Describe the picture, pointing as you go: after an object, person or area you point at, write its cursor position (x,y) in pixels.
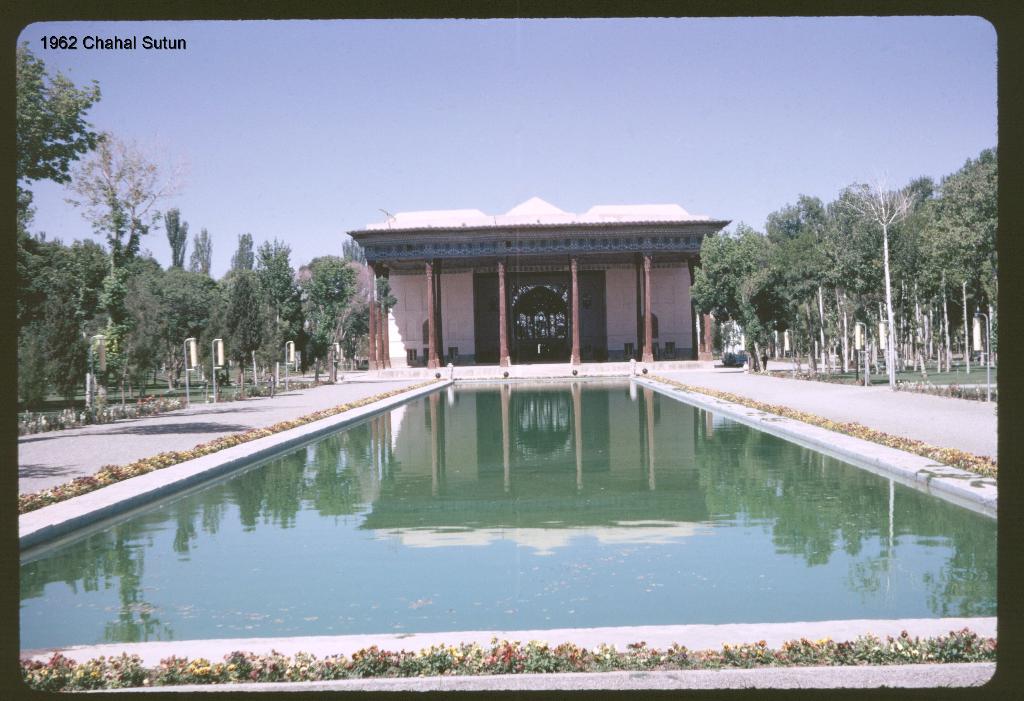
In this image there is the sky (438,85) towards the top of the image (489,122), there is a building (517,302), there are pillars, there is water (520,515), there are plants (643,650), there are trees (853,280) towards the right of the image (878,270), there are trees (287,298) towards the left of the image (237,286), there are poles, there is text (164,49) towards the top of the image (75,42), there is number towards the top of the image (62,44).
